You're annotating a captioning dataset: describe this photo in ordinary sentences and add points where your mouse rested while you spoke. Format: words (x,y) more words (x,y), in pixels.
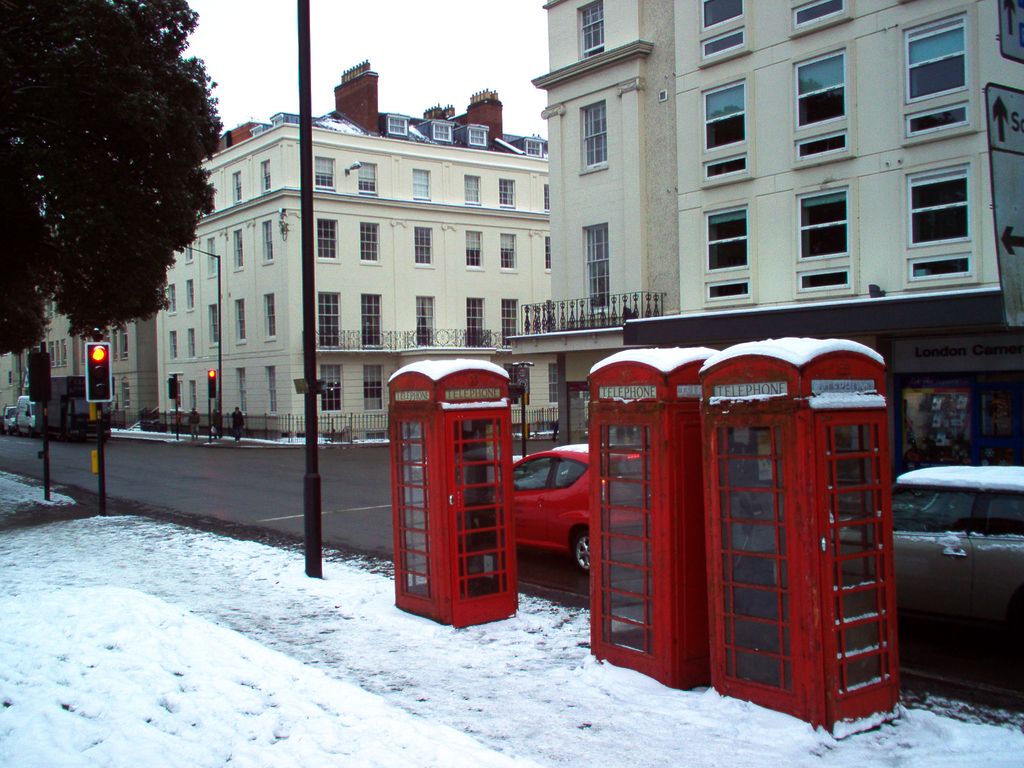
In this image there is road (332,471). There is full snow (68,640) in the foreground (254,674). There are buildings (161,332) and vehicles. There is tree (77,45) on the left side (6,274). There are signal poles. There is sky (425,25).
